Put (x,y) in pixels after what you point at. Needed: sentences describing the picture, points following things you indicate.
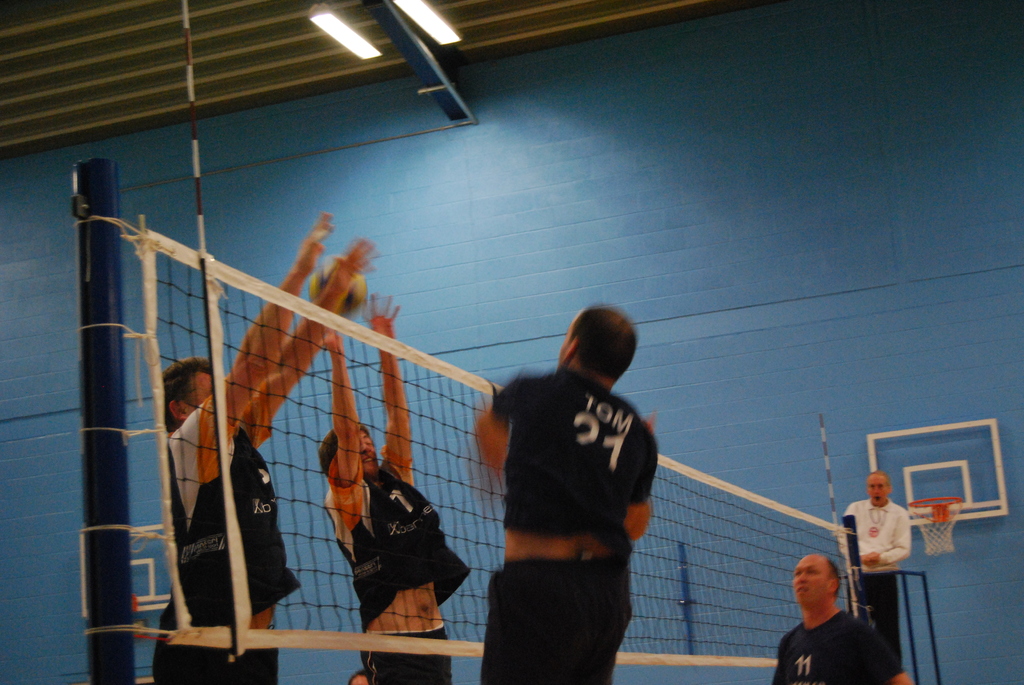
At the top (583,17) we can see the ceiling (16,35) and the lights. In the background (892,383) portion of the picture we can see the wall (797,548), a basketball hoop (921,517), few objects (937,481) and a person (897,512). In this picture we can see a net (231,589), players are playing volleyball game. We can see a ball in the air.
